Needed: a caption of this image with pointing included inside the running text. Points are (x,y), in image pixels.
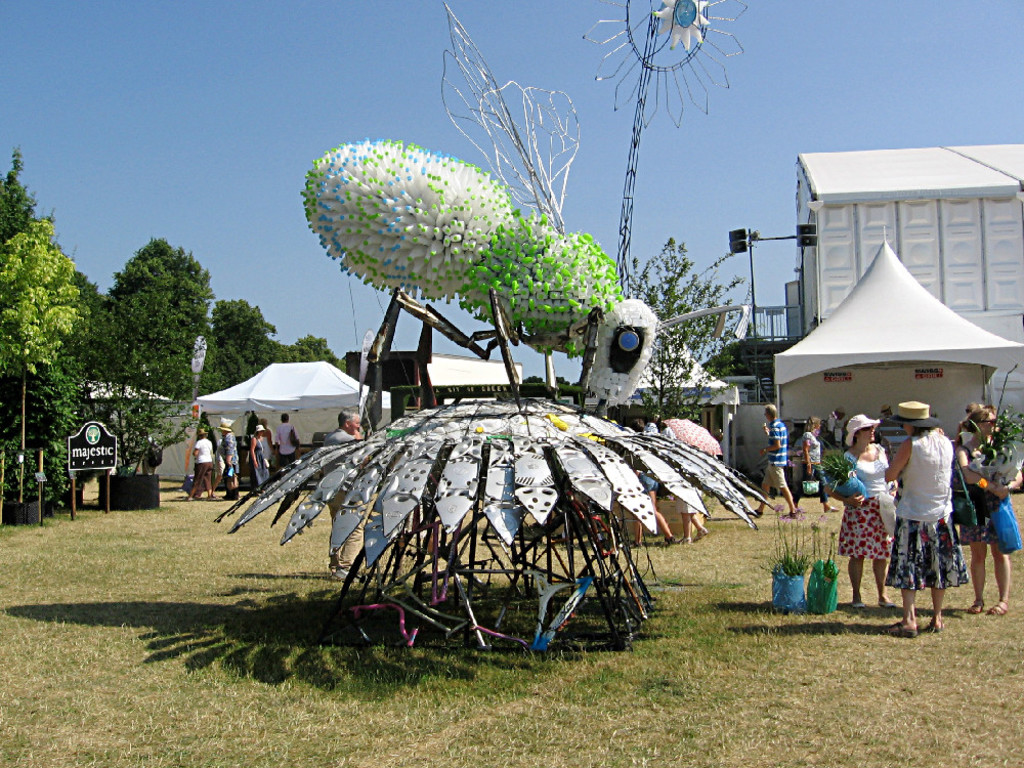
In the center of the image (634,441) there is a metal structure (490,410). Around the structure (581,462) there are people (882,475). There are plants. In the background of the image (186,392) there are trees (318,349), tents (954,402), buildings (967,304) and sky (295,74).
